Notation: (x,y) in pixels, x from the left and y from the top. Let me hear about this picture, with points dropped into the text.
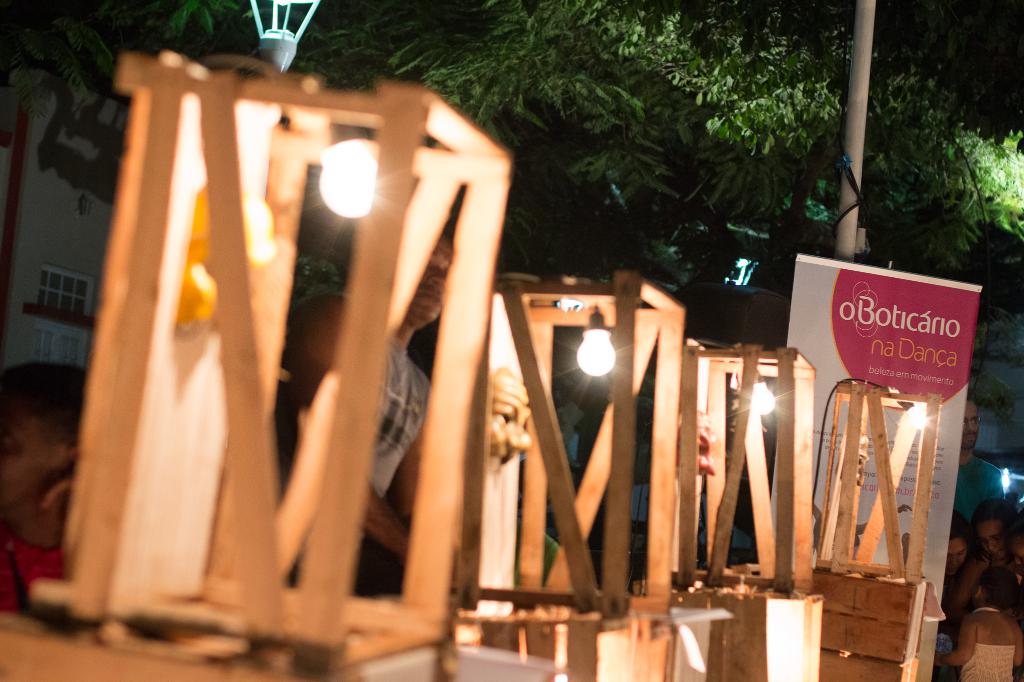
In this image we can see group of boxes (844,437) with some masks (507,416), lights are placed on the surface (885,601). In the background (264,23), we can see a group of people (967,665) standing on the ground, groups of light poles (842,213), trees (616,133), banner (856,324) with some text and a building (95,278) with windows (48,293).
